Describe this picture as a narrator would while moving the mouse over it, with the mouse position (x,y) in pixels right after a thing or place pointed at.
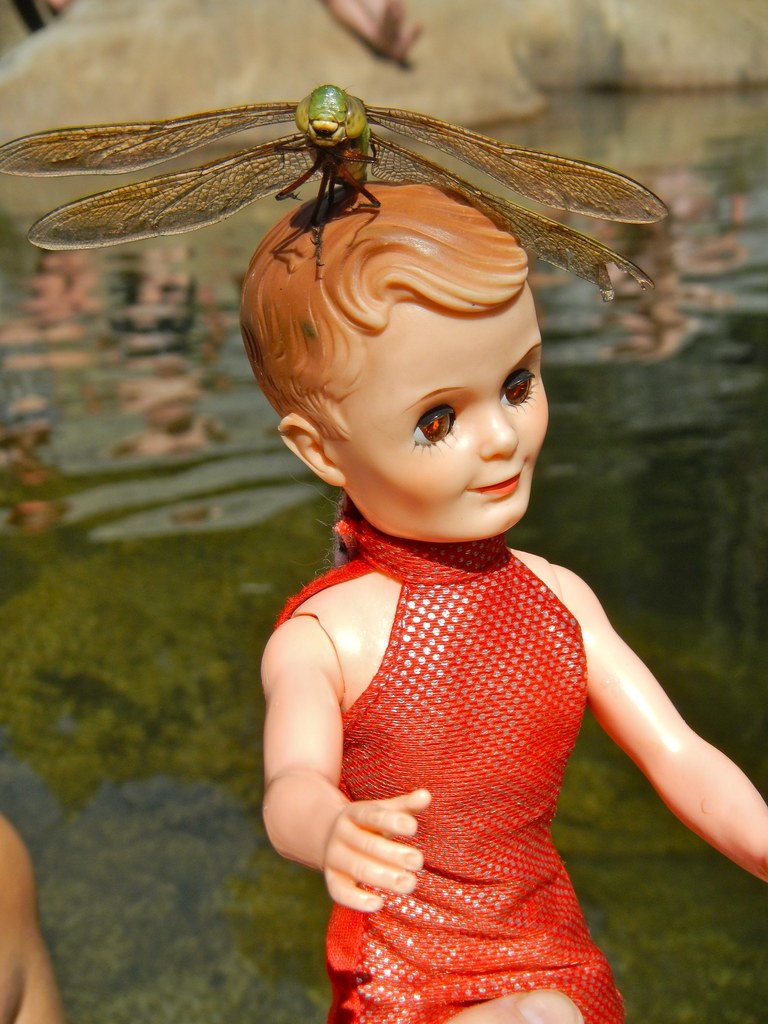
In the center of the image (463,549) we can see one doll (427,660) wearing a red dress (537,702). On the doll (393,296), we can see one dragonfly (418,183). And we can see one finger (532,1006) on the doll (498,526). In the background (19,305) there is a wall (19,126), water (140,305) and a few other objects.
